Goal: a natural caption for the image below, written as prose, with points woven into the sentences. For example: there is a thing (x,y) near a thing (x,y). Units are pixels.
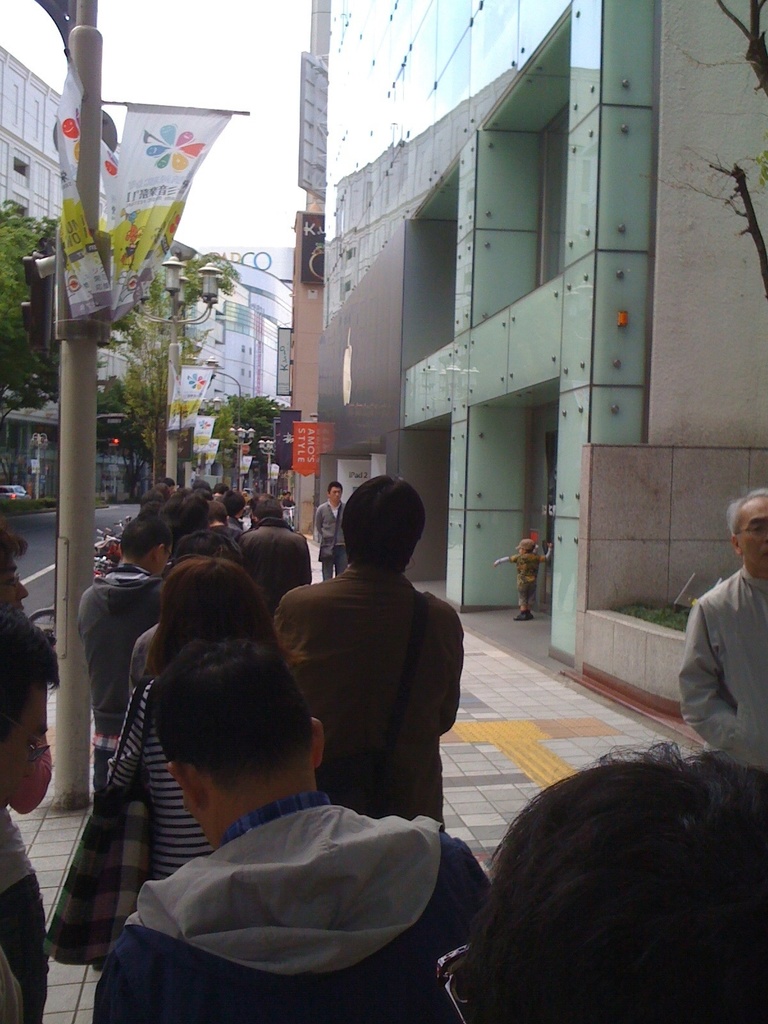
In this picture there are group of people (406,1012) standing on the footpath (474,754) and there are flags (281,419) on the poles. There are buildings (549,316) and trees (14,331). At the top (274,53) there is sky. At the bottom (459,777) there is a road (42,541) and there is a footpath (471,720) and there is grass (672,610).
